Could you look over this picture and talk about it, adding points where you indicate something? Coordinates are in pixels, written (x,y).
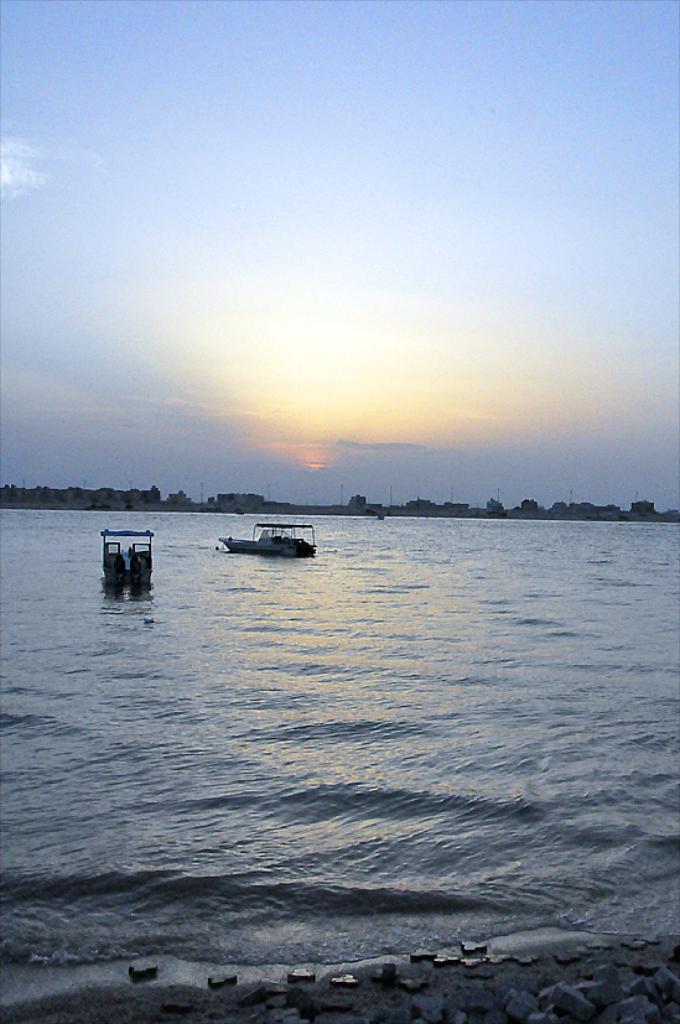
In this image we can see two boats (122,574) in the water (247,641), in the background of the image (522,511) there are buildings (94,500).
